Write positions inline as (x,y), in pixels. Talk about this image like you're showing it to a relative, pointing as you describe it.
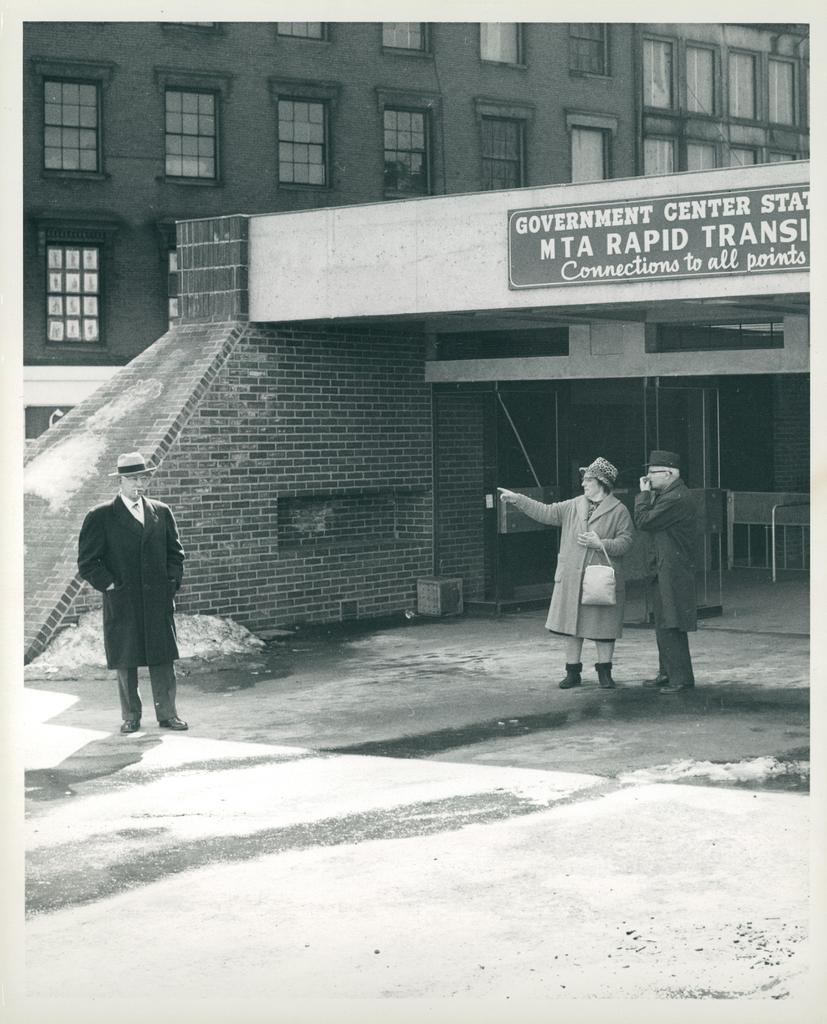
In this picture there are people (595,514) on the right (561,610) and left side of the image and there is a building (443,261) in the background area of the image (408,261).
